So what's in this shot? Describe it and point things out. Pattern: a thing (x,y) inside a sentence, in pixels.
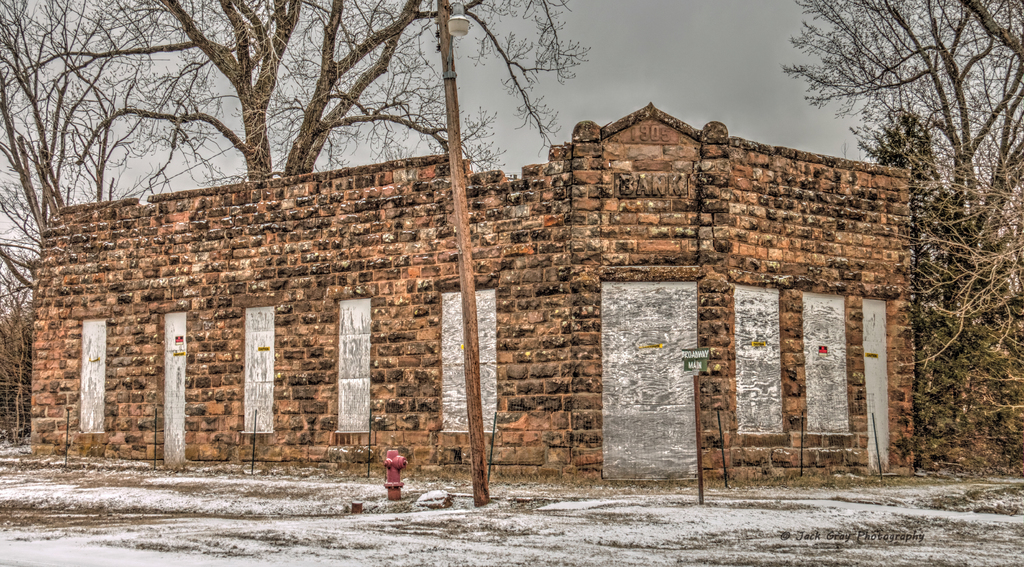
There is a street light pole (447,57). Near to that there is a standpipe (398,480). In the back (315,301) there is a building (221,251) with windows (491,390) and doors (622,387). Near to that there is a sign board (691,365) with pole (698,400). There are trees (1003,332) and sky (625,81) in the background (647,94). Also there is a watermark (840,538) on the right corner (854,536).
